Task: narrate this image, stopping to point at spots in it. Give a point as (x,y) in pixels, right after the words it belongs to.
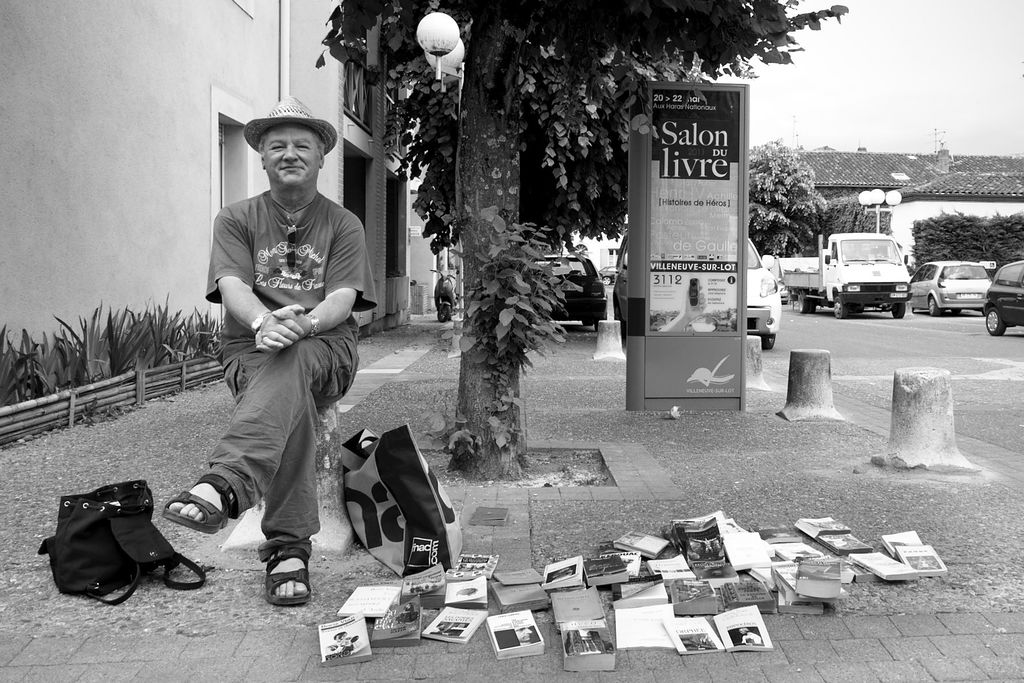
In this picture I can see a person (298,349) sitting on the pillar (333,456), in front (638,608) we can see some books (626,615), bags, side we can see some vehicles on the road (938,328), around we can see some buildings (7,269), houses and some trees (446,142).
